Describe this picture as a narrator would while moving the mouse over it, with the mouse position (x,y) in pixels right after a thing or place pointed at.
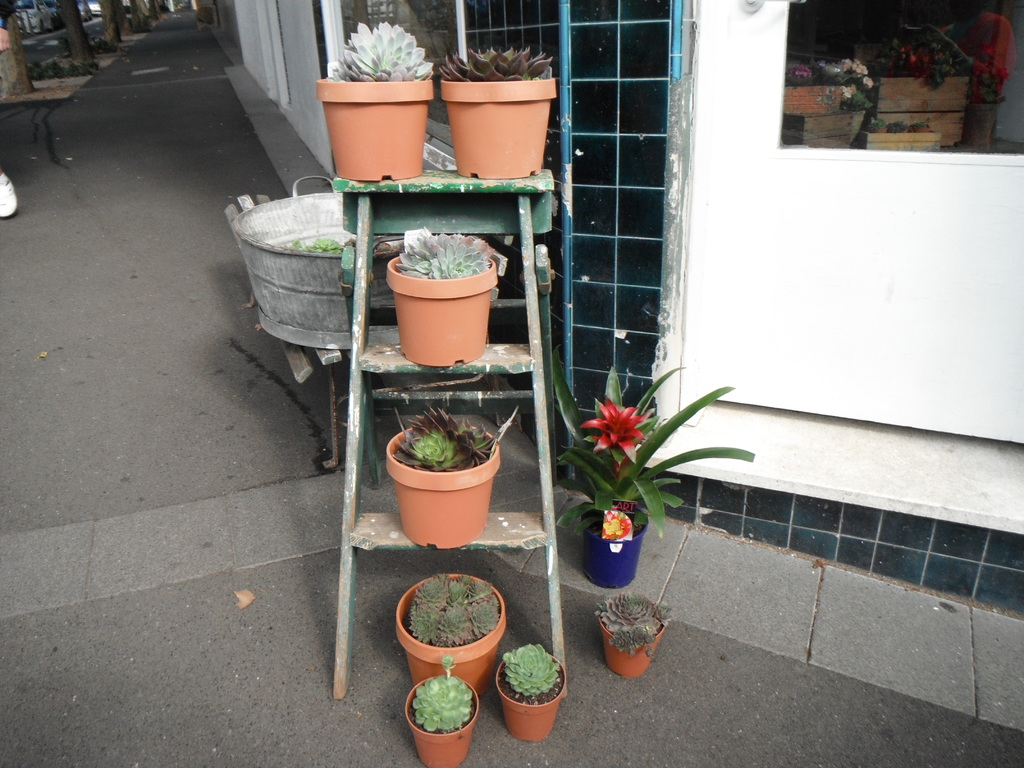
In this image there is a stand (415,187) having pots (436,366). Few pots (409,723) are on the pavement (587,628). The pots (474,661) are having plants (395,74). Tree trunks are on the pavement (325,386). Background (553,16) there are buildings (654,222). Right side (925,124) there is a door (962,98) having the reflection (931,111) of a person (1001,74) and few objects (879,93).
